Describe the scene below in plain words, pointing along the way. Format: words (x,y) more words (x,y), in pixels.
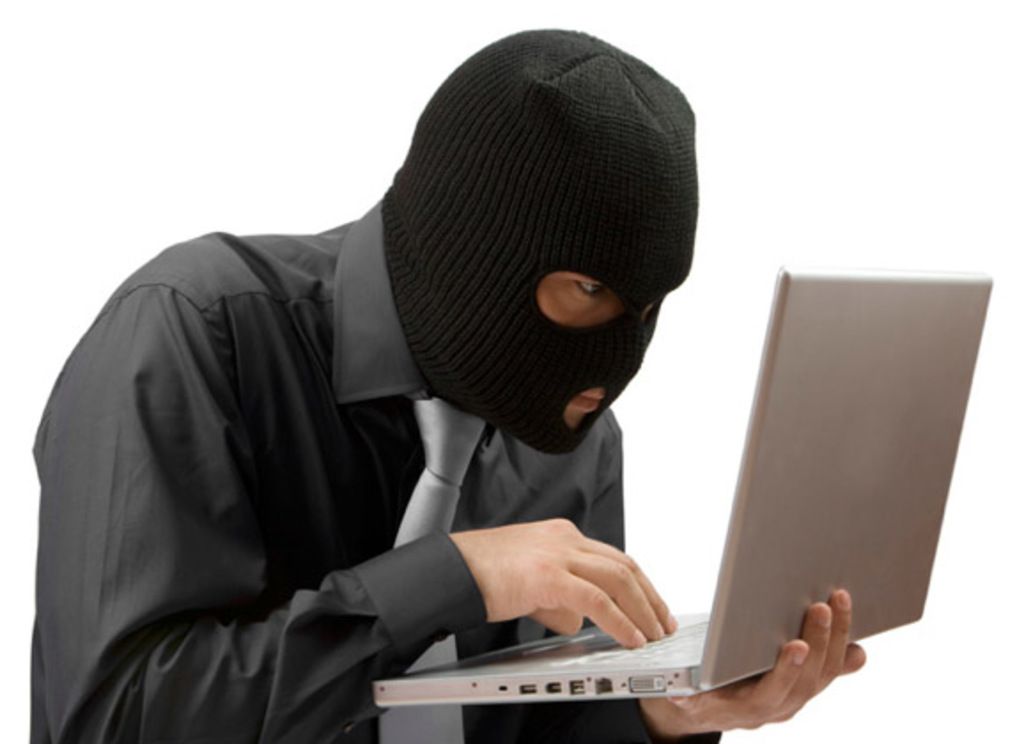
In this picture I can see a man (295,336) wearing a black shirt (227,310) and a black monkey cap (403,228) on his head (531,256) and I see that he is holding a laptop (929,408) and I can see the white color background (309,164).
